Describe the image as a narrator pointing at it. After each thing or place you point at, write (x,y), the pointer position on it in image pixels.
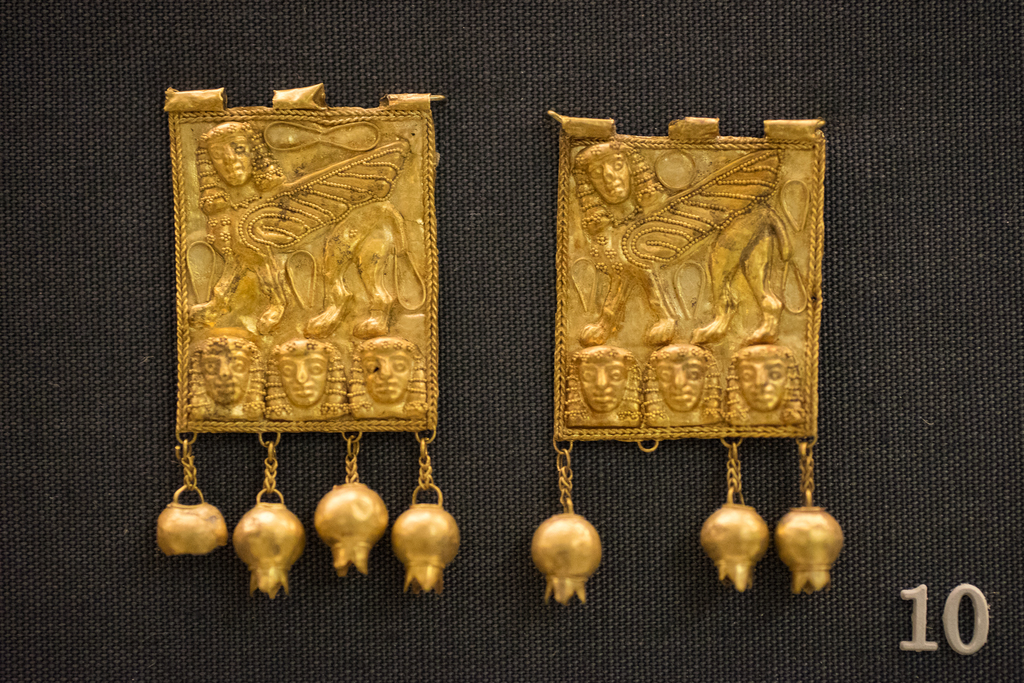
In this picture I can observe two objects (360,197) which are looking like ornaments (602,262). In the bottom right side (924,598) I can observe a number (922,607).
